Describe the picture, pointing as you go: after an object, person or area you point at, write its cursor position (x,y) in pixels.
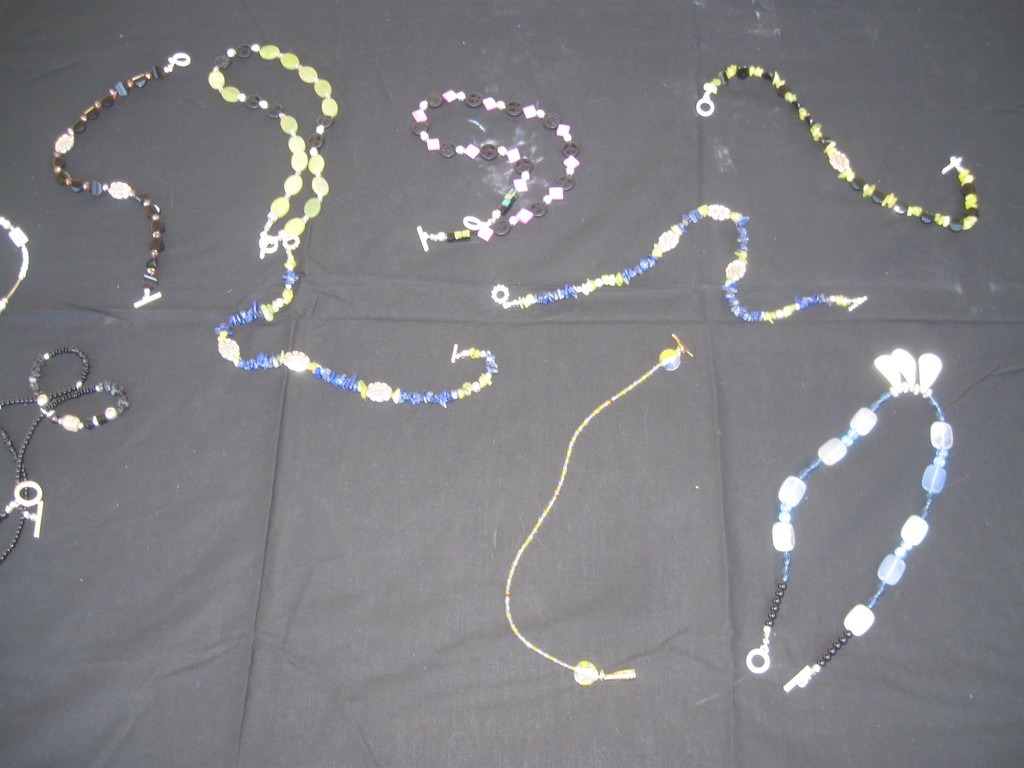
In this image, we can see there are many varieties of the bracelet (172,65) on the cloth (525,406).
